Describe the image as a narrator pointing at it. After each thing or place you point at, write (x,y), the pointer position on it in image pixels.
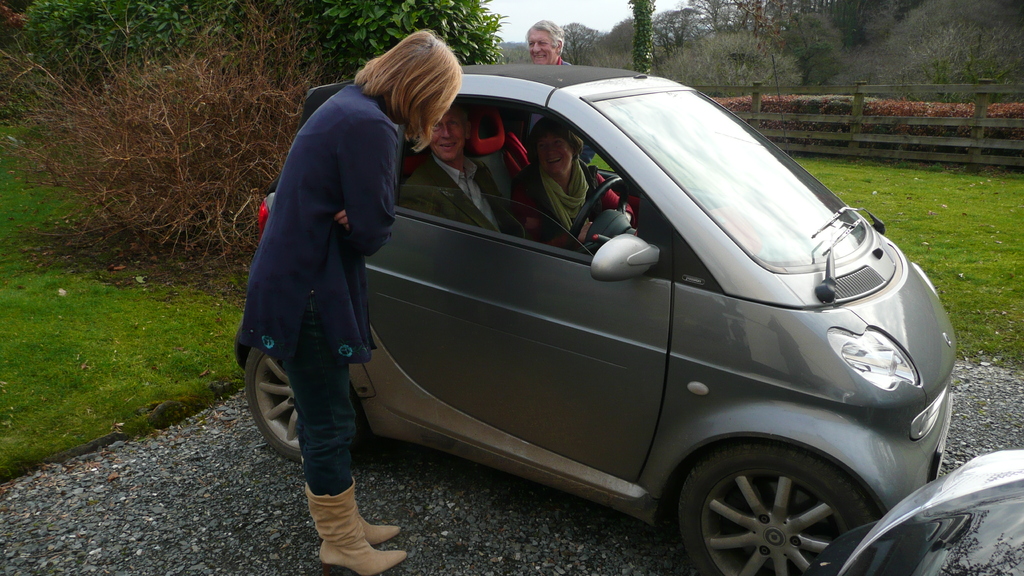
In this image, There are two people (468,179) are inside the car (503,194), two (340,173) are standing outside. We can see grass (132,351). Plants (399,21) at the background (426,24), sky (529,13). And the right side (986,531), we can see Another car vehicle (946,546).
